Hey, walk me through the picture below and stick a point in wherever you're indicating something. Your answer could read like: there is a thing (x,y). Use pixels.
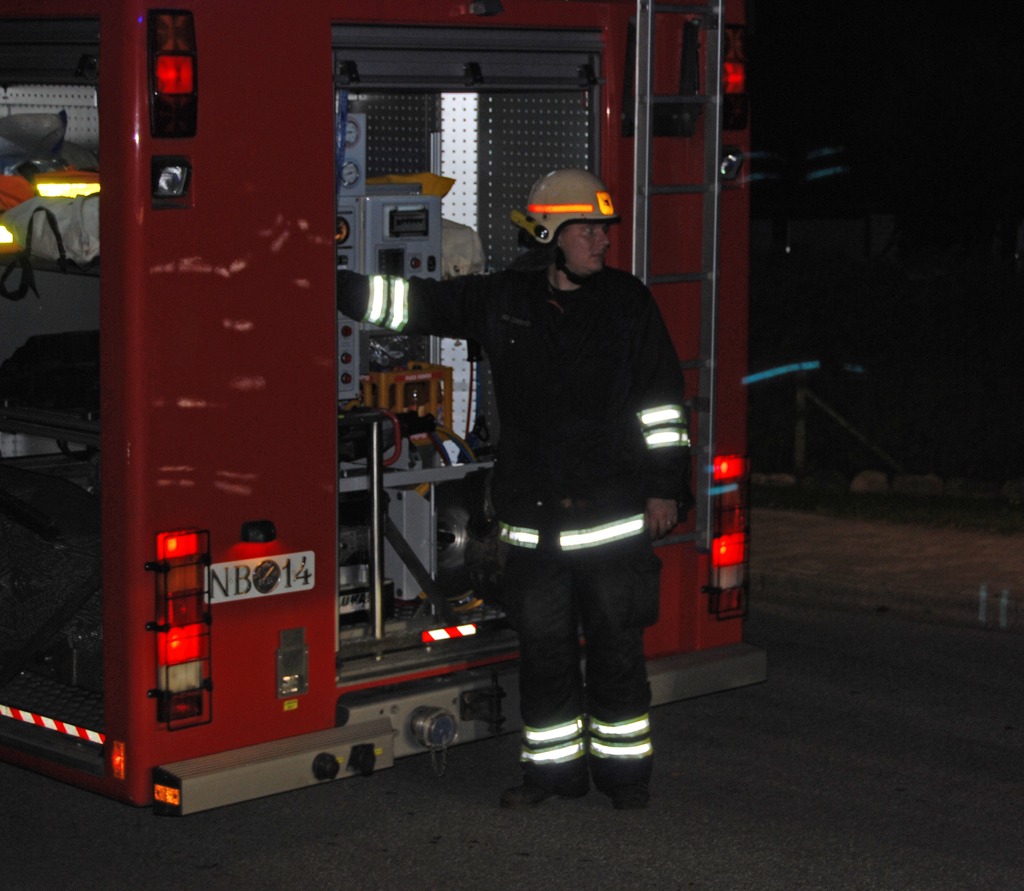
In this image there is a person (508,416) wearing a helmet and standing near the fire engine vehicle (317,336).
